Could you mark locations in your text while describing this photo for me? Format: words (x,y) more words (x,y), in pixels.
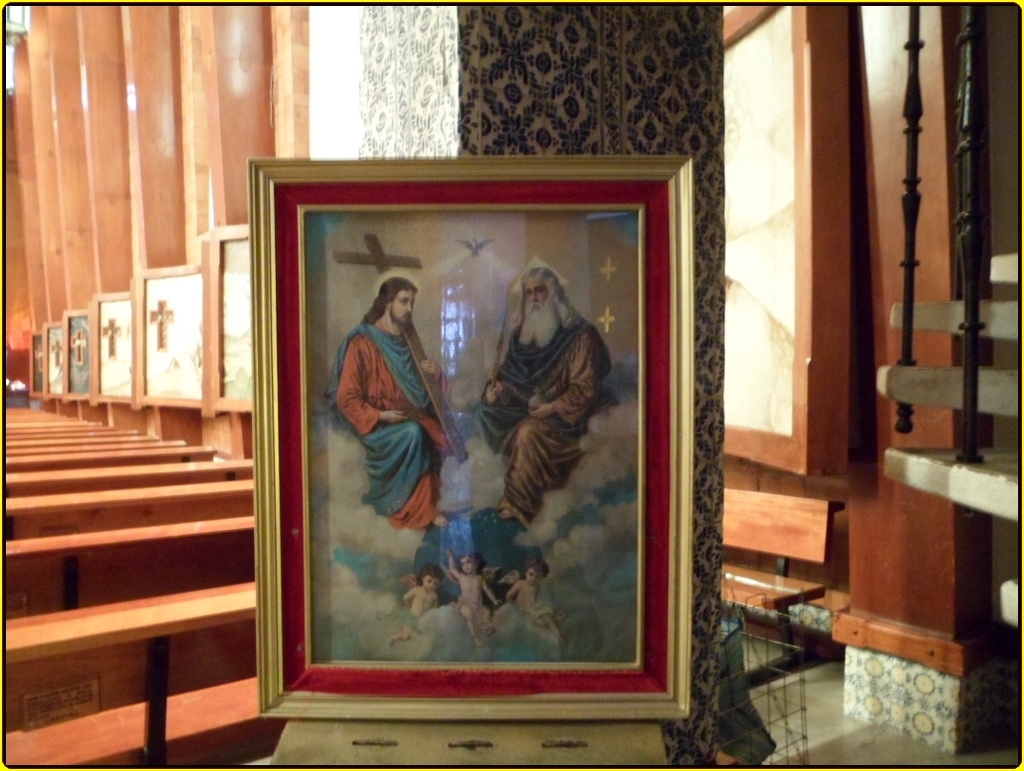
As we can see in the image there is a wall (144,156), benches (82,517) and photo frames (351,354).
